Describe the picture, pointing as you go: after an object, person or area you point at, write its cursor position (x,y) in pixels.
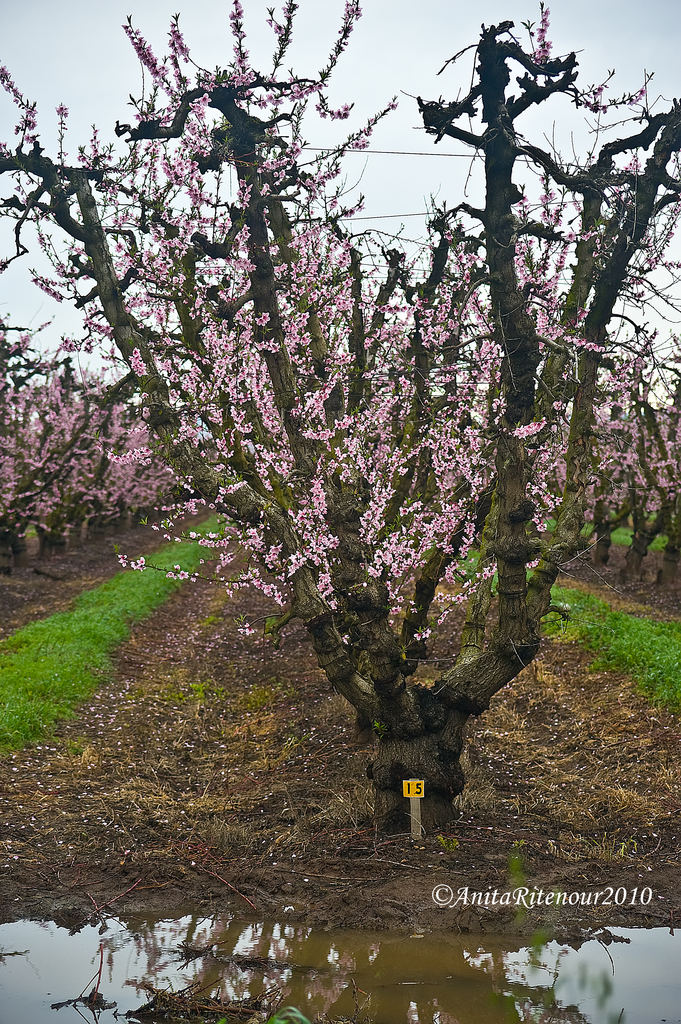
In this image I see the water (669,989) over here and I see the ground (673,787) on which there is grass (16,648) and I see number of trees (458,316) on which there are pink colored flowers (239,81) and I see the cloudy sky (387,186) and I see the watermark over here and I see 2 numbers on this yellow color board (406,791).
